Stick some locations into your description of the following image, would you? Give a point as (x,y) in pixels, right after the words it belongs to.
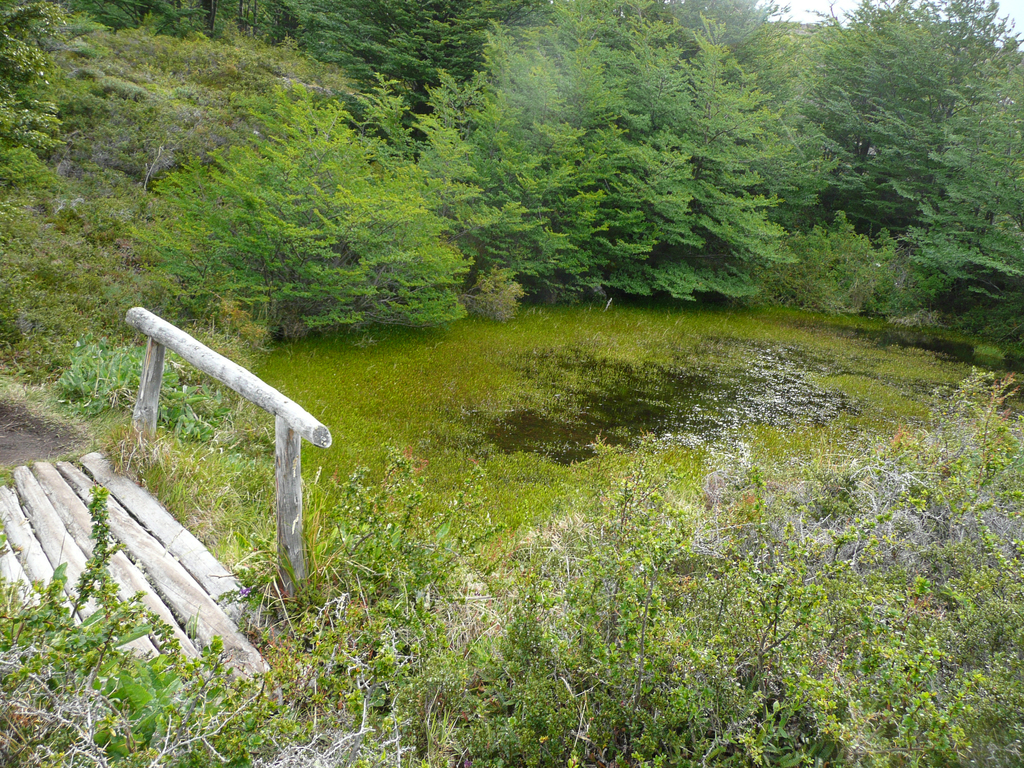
In this image, on the left (248,381) there are wooden sticks (183,554), bridge (241,380). In the middle (359,479) there are plants (676,556), trees (687,178), grass (584,387), water (725,404), sky (804,16).
